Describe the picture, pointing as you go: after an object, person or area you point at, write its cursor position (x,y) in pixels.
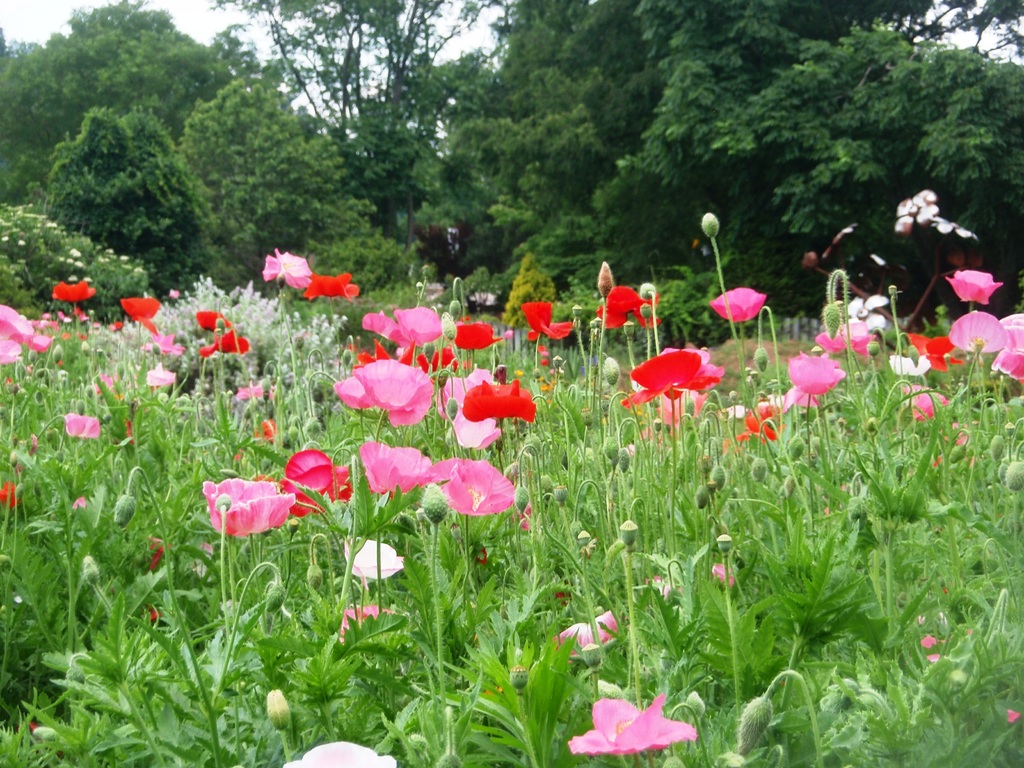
In this image there are flowers (449,474), plants (573,437) and trees (363,194).
